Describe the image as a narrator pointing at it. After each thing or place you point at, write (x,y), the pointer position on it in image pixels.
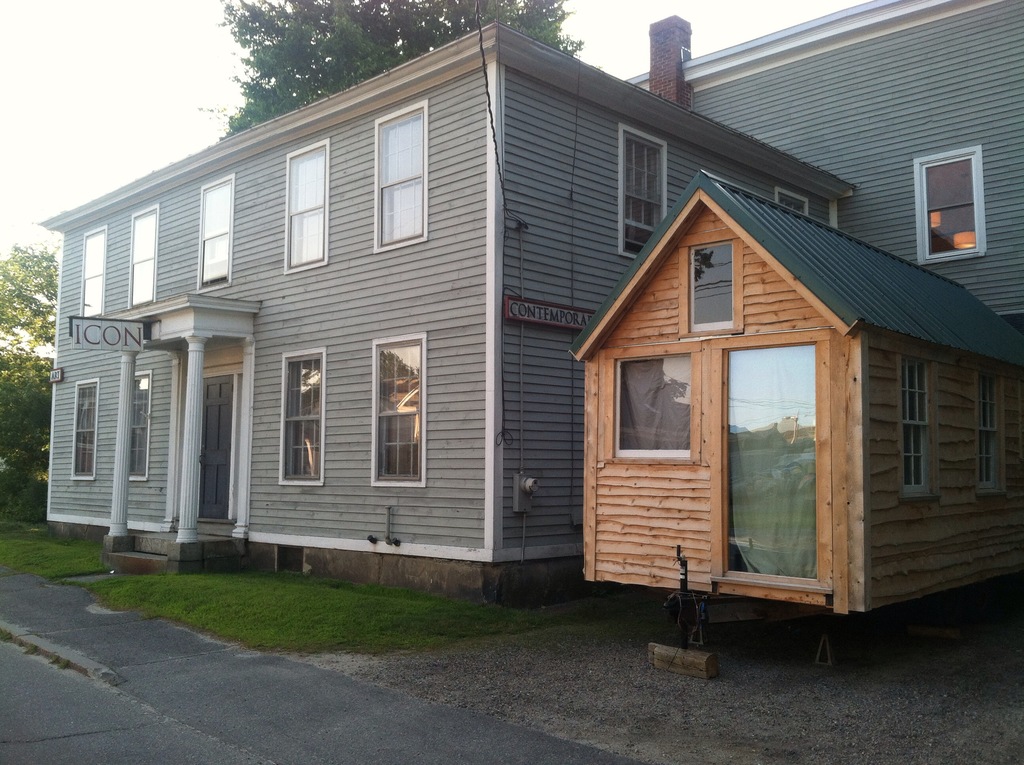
In this picture we can observe two houses (609,269). There is a white color board (99,338) on the left side (106,330). In front of these houses (402,485) we can observe some grass (189,584) on the ground (137,579). In the background (43,278) there are trees (321,80) and a sky (146,96).
